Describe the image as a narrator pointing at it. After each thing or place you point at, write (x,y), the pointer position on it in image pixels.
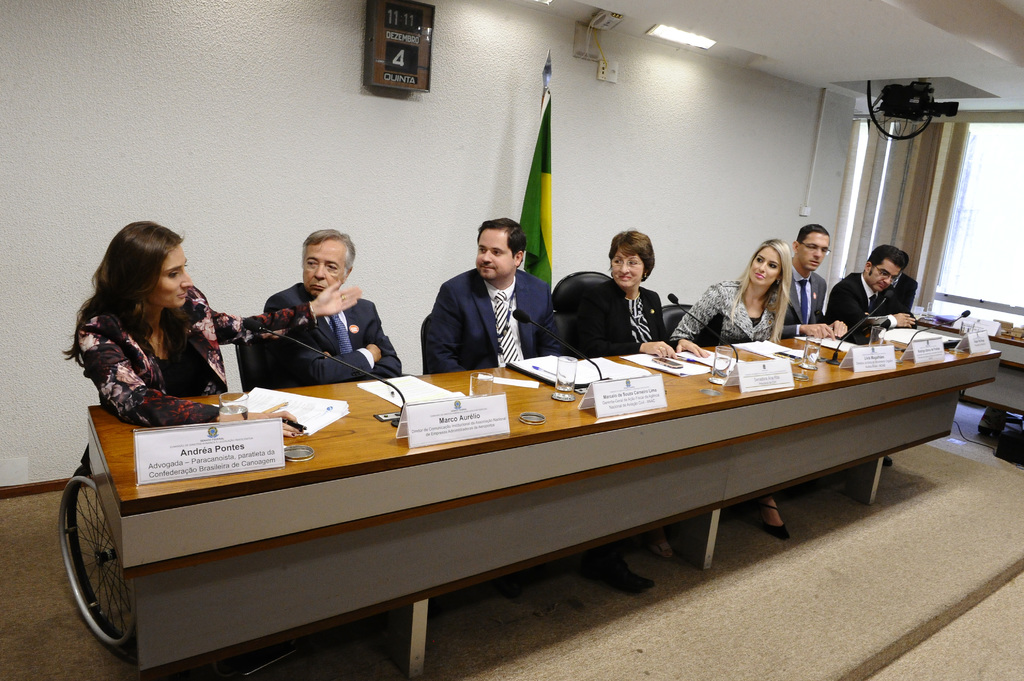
In this image there are group of people (149,376). The person (154,366) with floral jacket (154,366) is talking and rest all are listening. At the back (541,187) there is a flag (537,216), at the top (678,35) there is a light (691,33) and projector (925,108). There are glasses (573,374), papers (586,373), pens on the table (619,440). at the back (924,217) there is a curtain (930,206).
